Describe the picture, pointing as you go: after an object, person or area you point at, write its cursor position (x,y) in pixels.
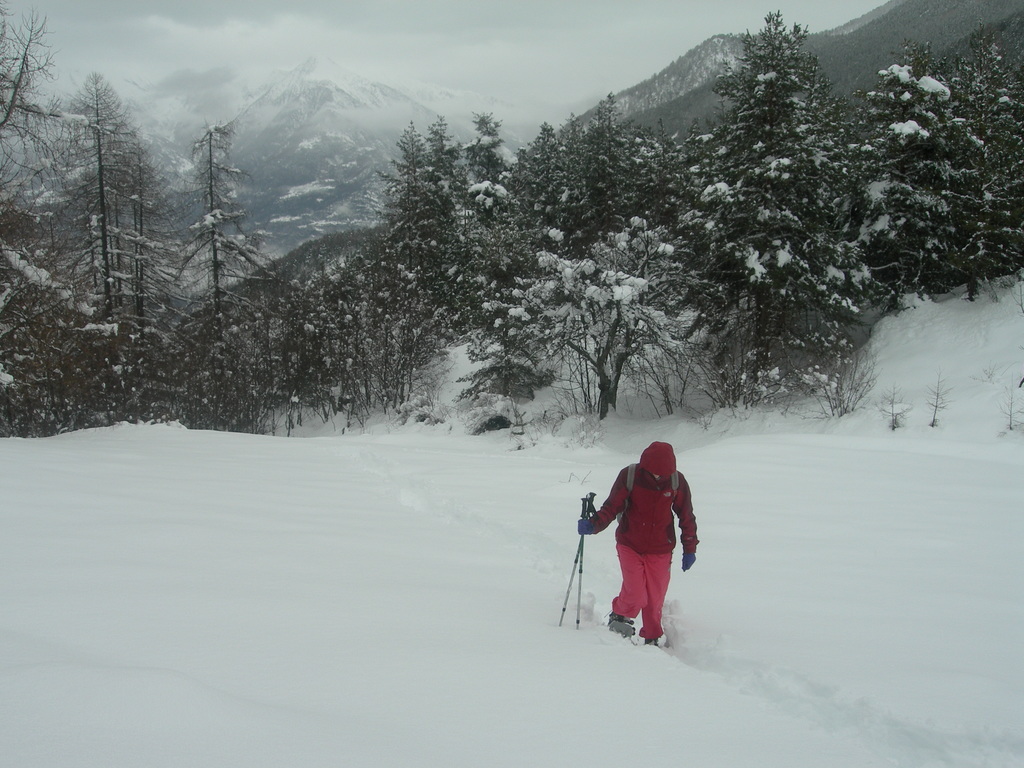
In this image I can see ground (612,436) full of snow (909,600) and on it I can see one person (617,492) is standing in the front (674,557). I can see this person (633,480) is wearing red colour dress (639,531), gloves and I can also see this person (633,516) is holding few sticks (579,548). In the background (429,347) I can see number of trees (75,383) and mountains (672,77).
